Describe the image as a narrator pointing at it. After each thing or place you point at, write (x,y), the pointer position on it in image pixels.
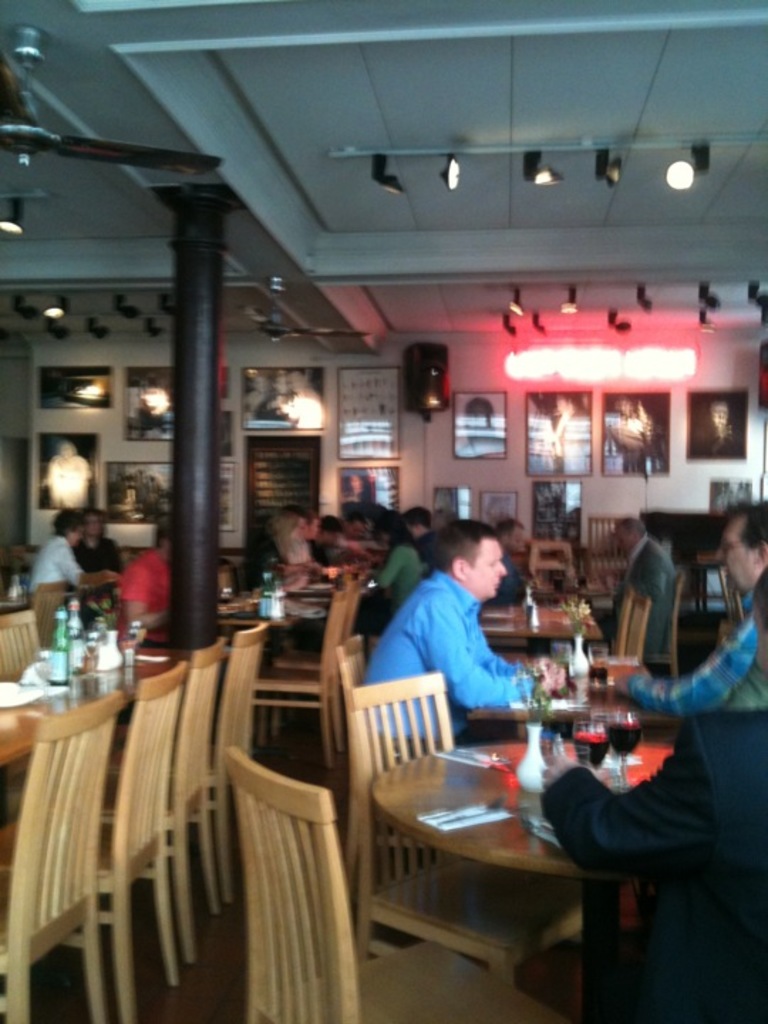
This image is clicked in a restaurant (378,334). There are many chairs (259,884) and tables (607,702) in this image. In the front (467,685) there are two persons (664,701) sitting and talking. both are wearing blue shirts (413,671). To the right (718,923), the person (730,891) sitting and wearing a suit (680,865). In the background (482,500), there is wall (113,454) on which frames (605,475) are fixed.
